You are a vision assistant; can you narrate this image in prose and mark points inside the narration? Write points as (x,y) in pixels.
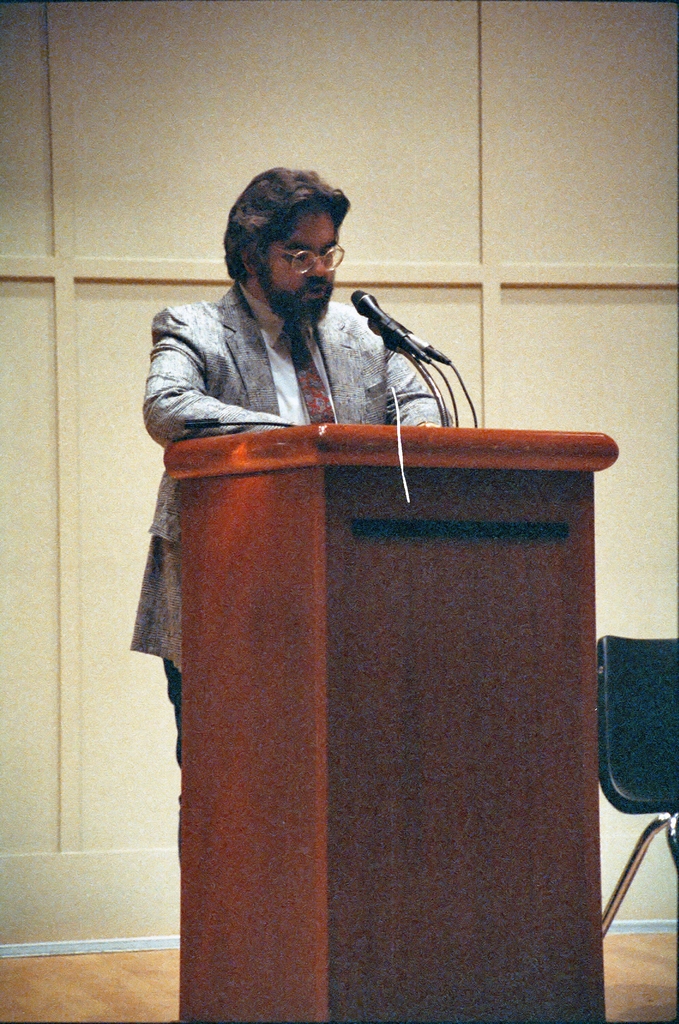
There is a man (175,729) standing, in front of him we can see microphones (439,404) above the podium (356,470), beside the podium (496,891) we can see chair (666,801). In the background (350,115) we can see wall (208,231).
